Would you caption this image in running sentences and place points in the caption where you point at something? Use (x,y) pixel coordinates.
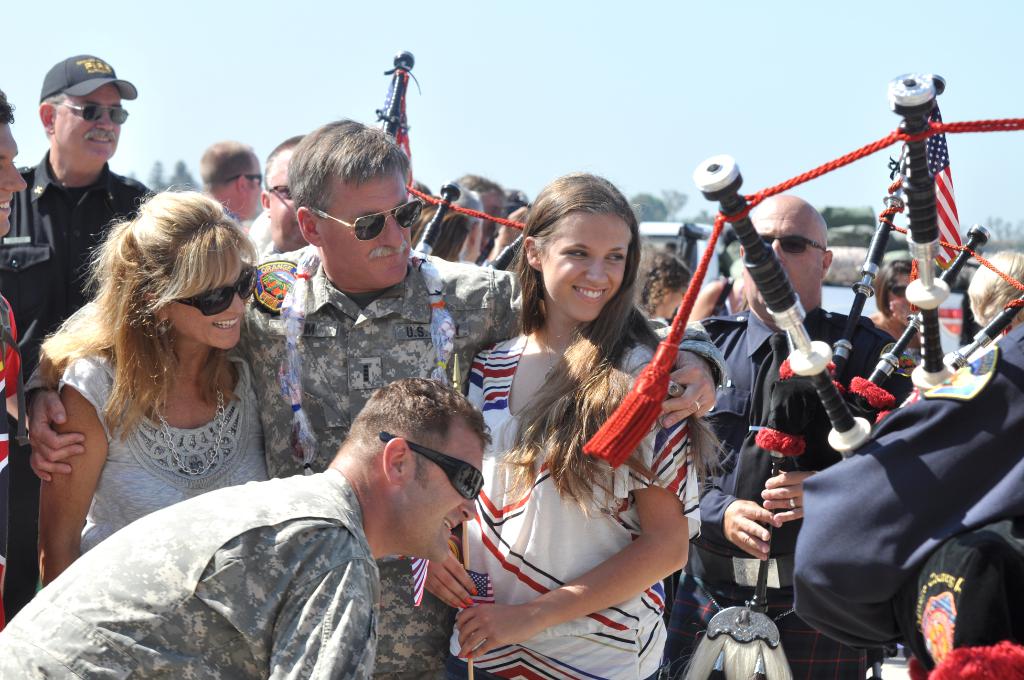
In this image we can see group of people (412,216) and other objects (781,322). In the background (697,63) there is sky (741,150).
